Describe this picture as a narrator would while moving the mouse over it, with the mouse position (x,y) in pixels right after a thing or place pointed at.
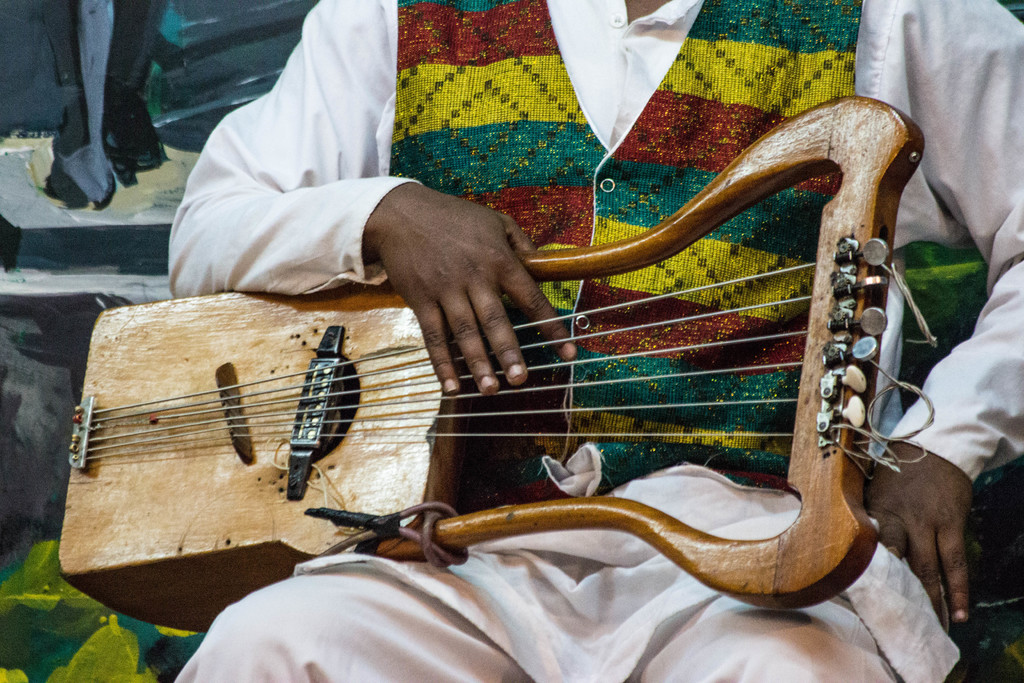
This picture shows a human (774,526) seated and playing a musical instrument (868,231).
